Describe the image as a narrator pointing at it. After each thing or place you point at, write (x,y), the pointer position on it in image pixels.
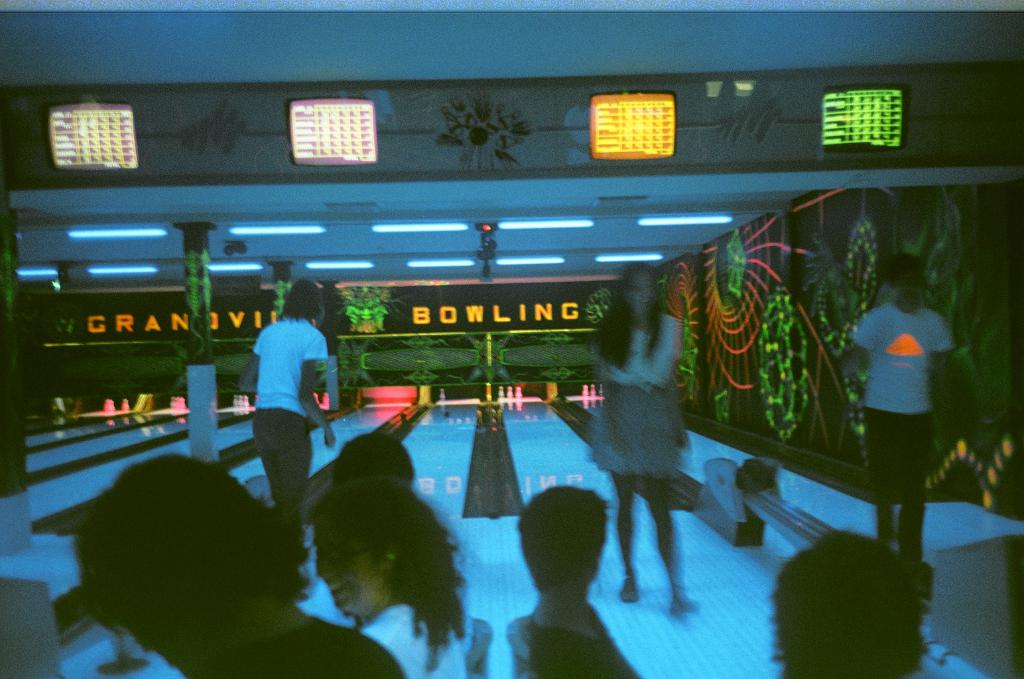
This picture describes about group of people (590,492), in the background (110,411) we can see few pins (507,395) and lights (409,231).
